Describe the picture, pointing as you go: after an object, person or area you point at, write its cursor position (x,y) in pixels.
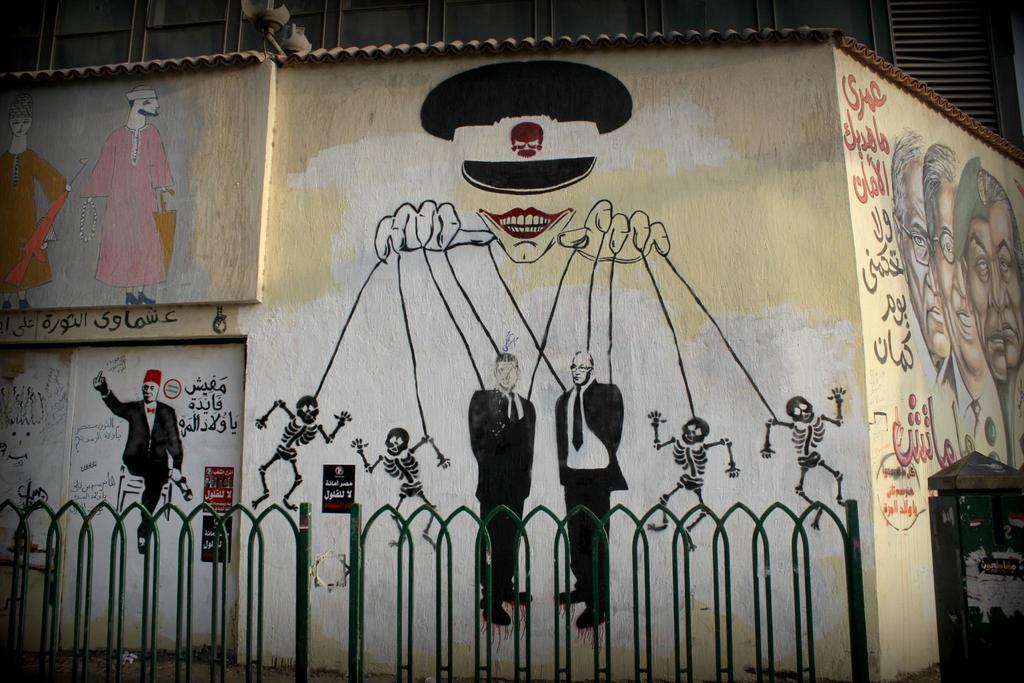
In the center of the image (420,382) there is a wall (541,430) and a painting (650,392) on it. In the foreground (106,618) we can see a fencing (57,611). At the bottom right corner (973,543) there is a dustbin (954,514).
